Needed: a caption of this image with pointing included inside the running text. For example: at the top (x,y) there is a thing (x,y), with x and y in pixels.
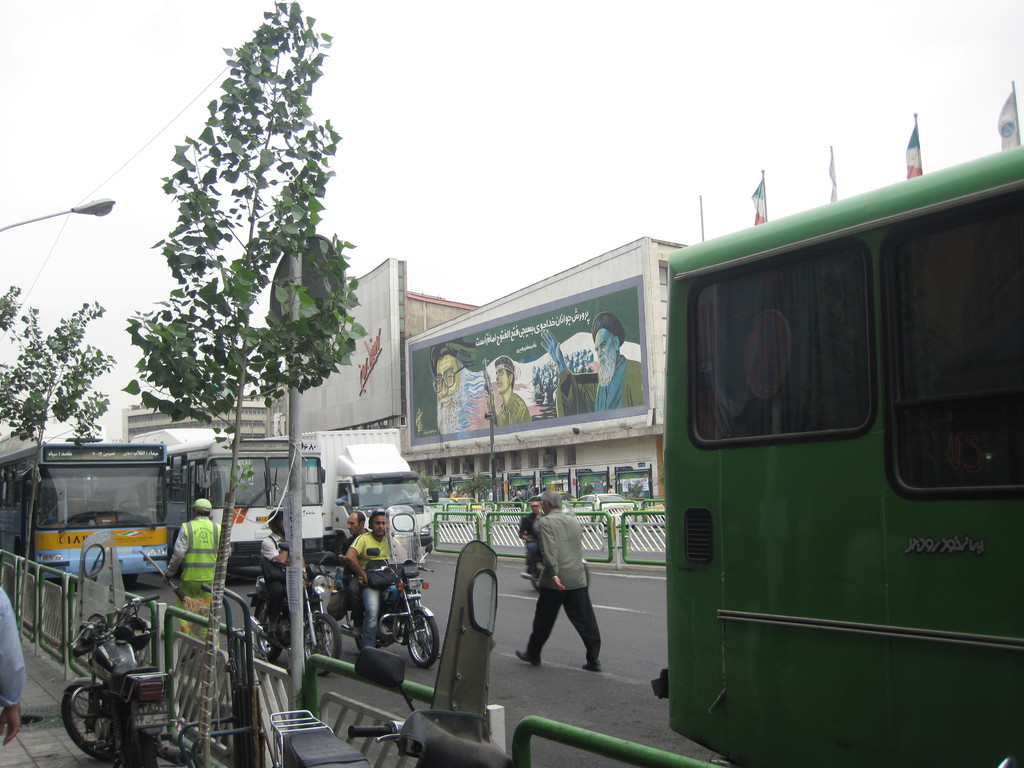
In this image we can see few persons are riding vehicles (164,524) on the road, few persons (213,533) are walking, fences (162,641), trees (196,260), poles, buildings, painting (450,424) on the wall (444,459), bikes (148,684) parked on the footpath (48,747) at the fence (278,675) and clouds (504,76) in the sky (504,76).
